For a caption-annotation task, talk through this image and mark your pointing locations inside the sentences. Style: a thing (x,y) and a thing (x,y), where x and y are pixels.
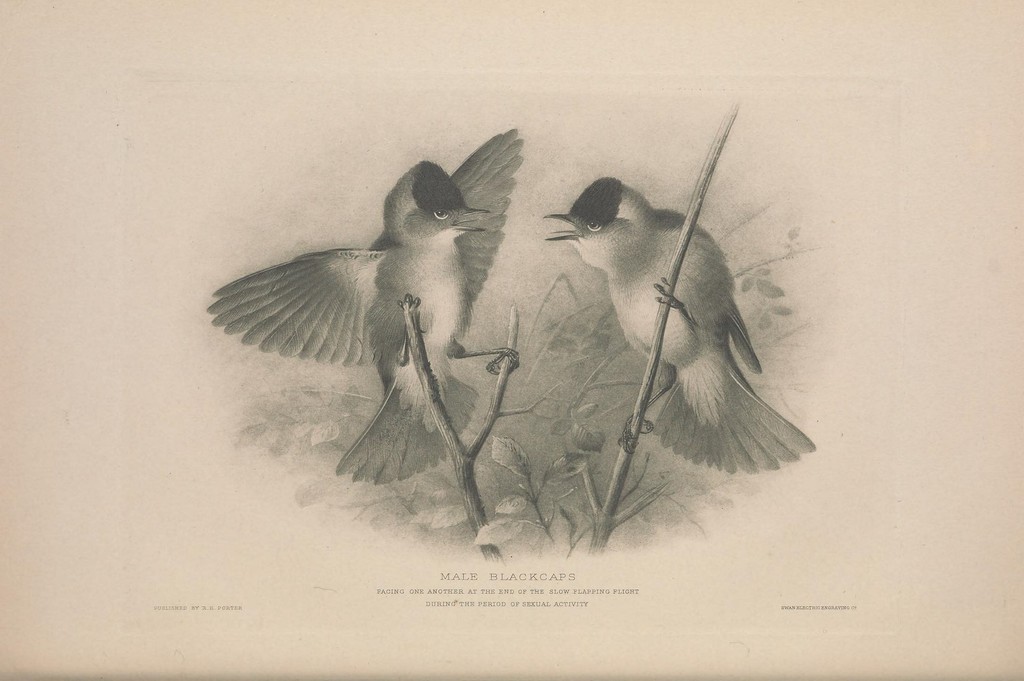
In this image there is a painting (634,267). In the painting (583,274) there are birds (641,295) on the branches (506,382) with leaves (517,449) around. At the bottom of the painting (544,552) there is text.
